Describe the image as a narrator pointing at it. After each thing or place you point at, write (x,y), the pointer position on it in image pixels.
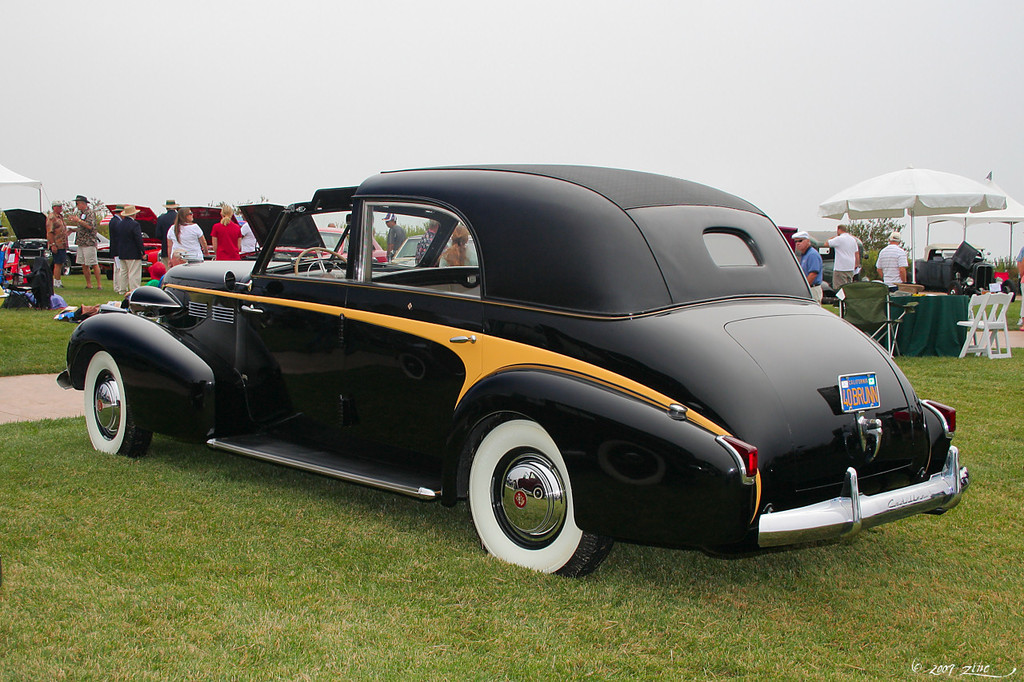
In this image we can see a car (356,388). On the ground (188,494) there is grass (611,669). In the back (55,237) there are many people (110,251). Some are wearing caps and hats (86,199). Also there are umbrellas (846,203). And there is a table (911,293). And there are chairs (973,311). In the background (892,159) there is sky (506,97).
